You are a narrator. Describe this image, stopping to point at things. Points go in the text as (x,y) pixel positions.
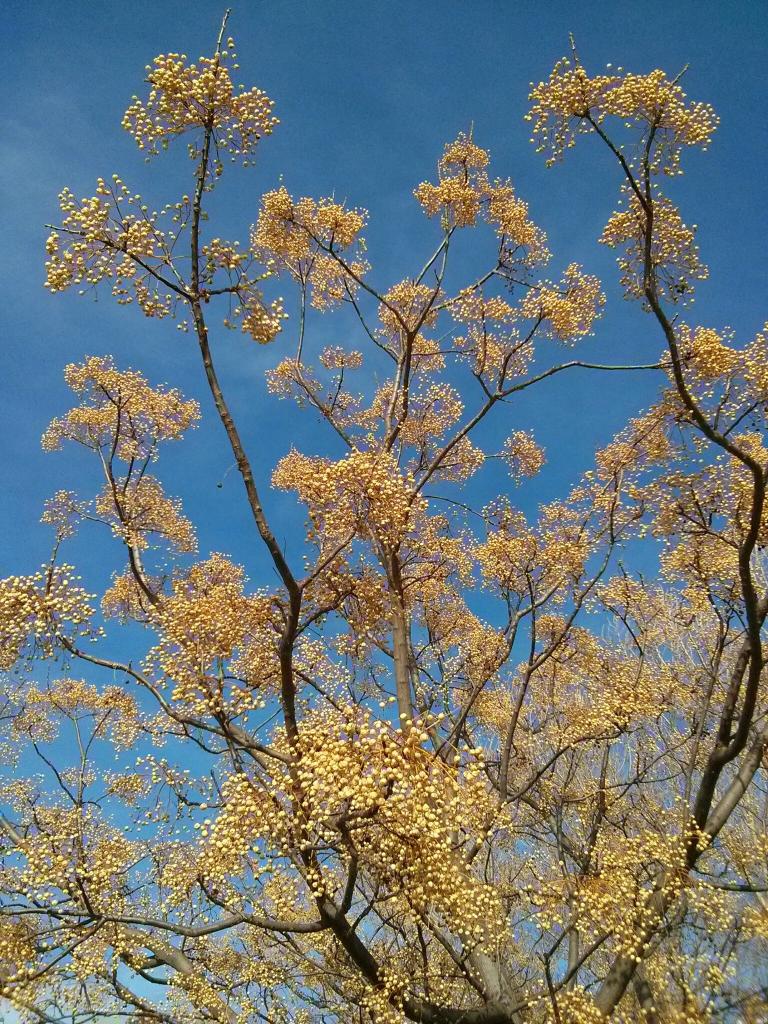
We can see tree (265,689) and sky (401,58).
